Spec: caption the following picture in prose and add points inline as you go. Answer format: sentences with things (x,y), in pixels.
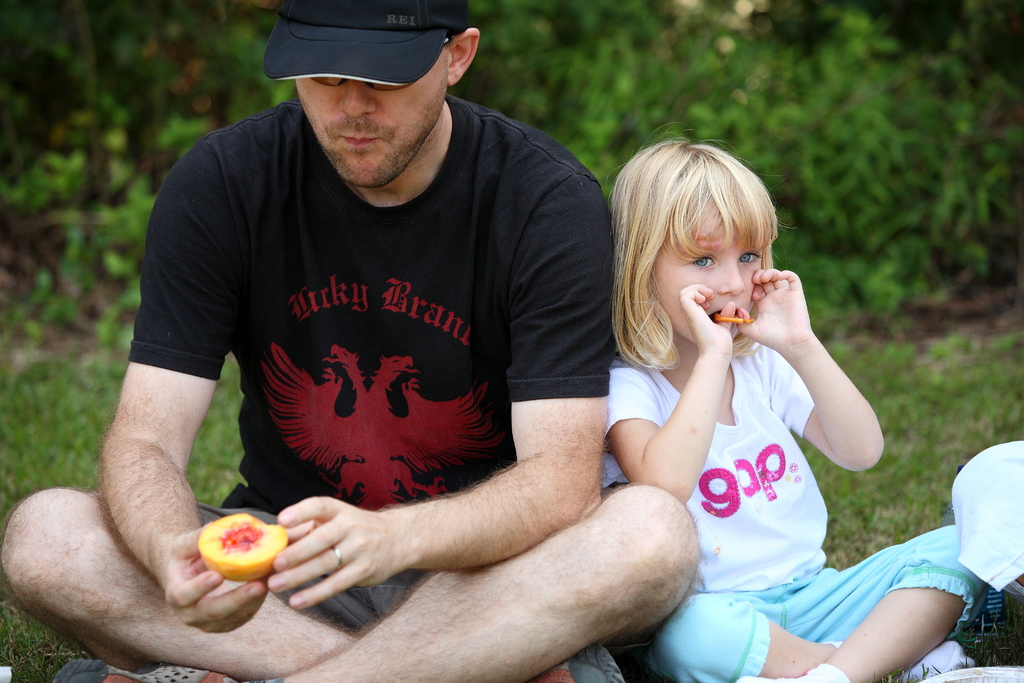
In this picture we can see a man (406,281) and a girl (714,463), they are seated on the grass (1007,357), and he wore a cap (352,60), in the background (787,232) we can see few trees (785,136).
